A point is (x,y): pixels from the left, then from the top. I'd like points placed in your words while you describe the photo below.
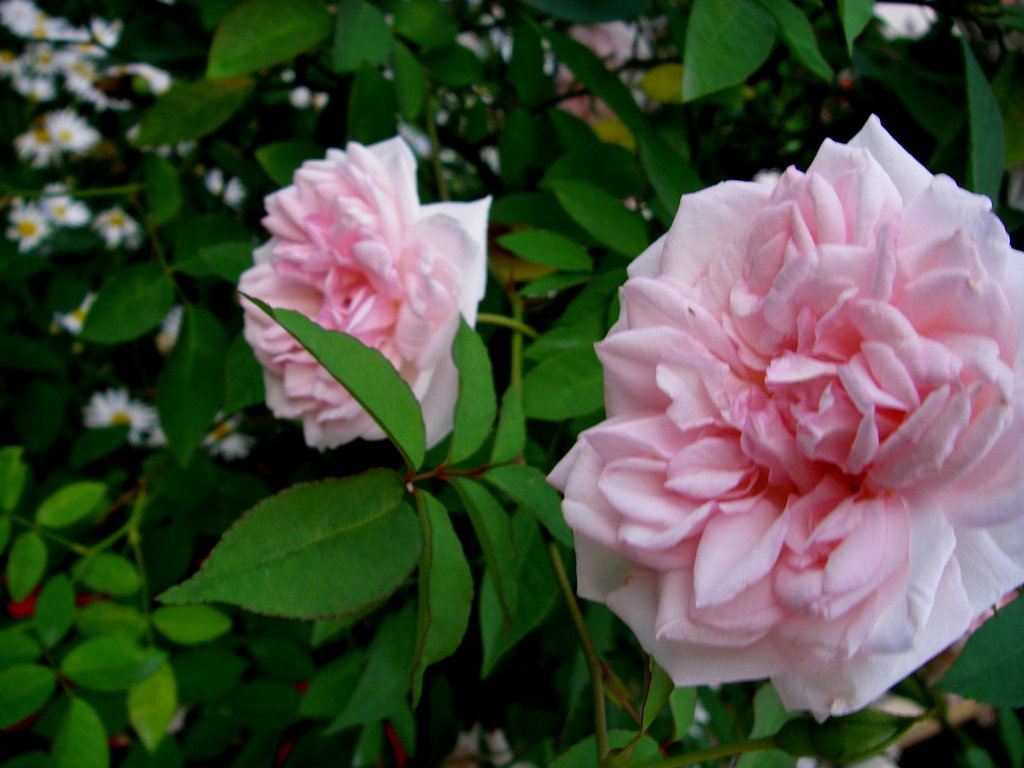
In this image I can see the plants (698,30) and I see flowers (21,13) which are of white and pink color and I see that it is a bit blurred in the background (193,168).
